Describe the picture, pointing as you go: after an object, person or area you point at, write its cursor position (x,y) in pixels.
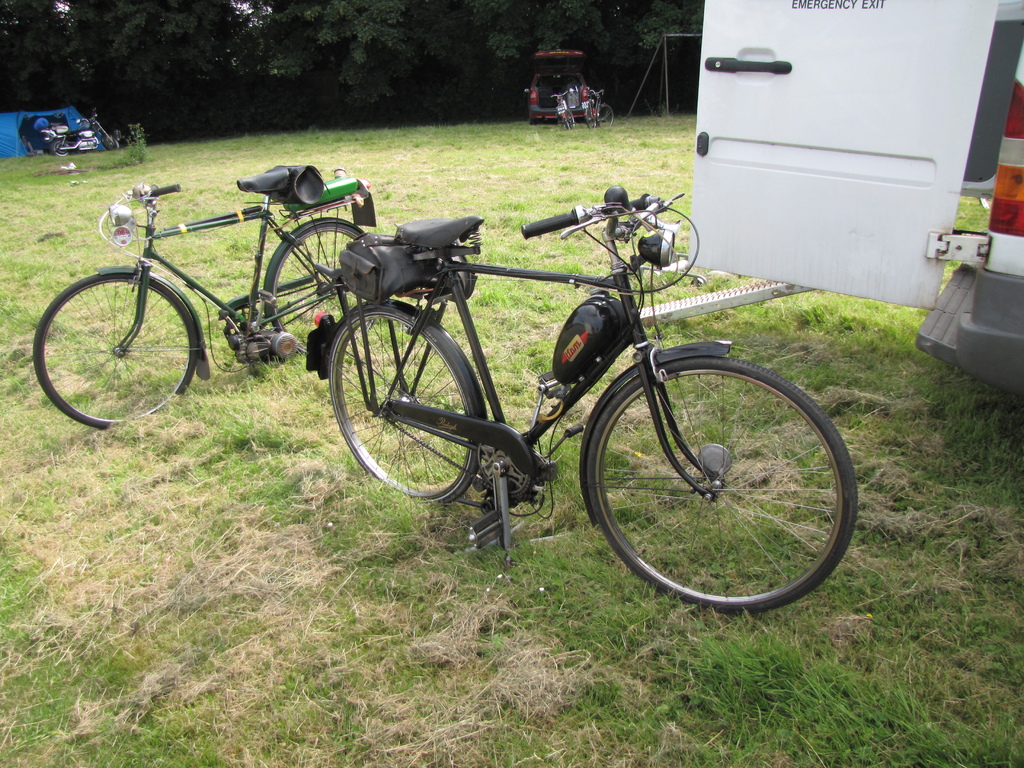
In this image we can see a grassy land (419,540). There are many trees (604,86) in the image. There is a vehicle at the right side of the image (913,166). There are four bikes (568,123) and a motorbike (77,133) and a car (581,117) is parked in the image.
